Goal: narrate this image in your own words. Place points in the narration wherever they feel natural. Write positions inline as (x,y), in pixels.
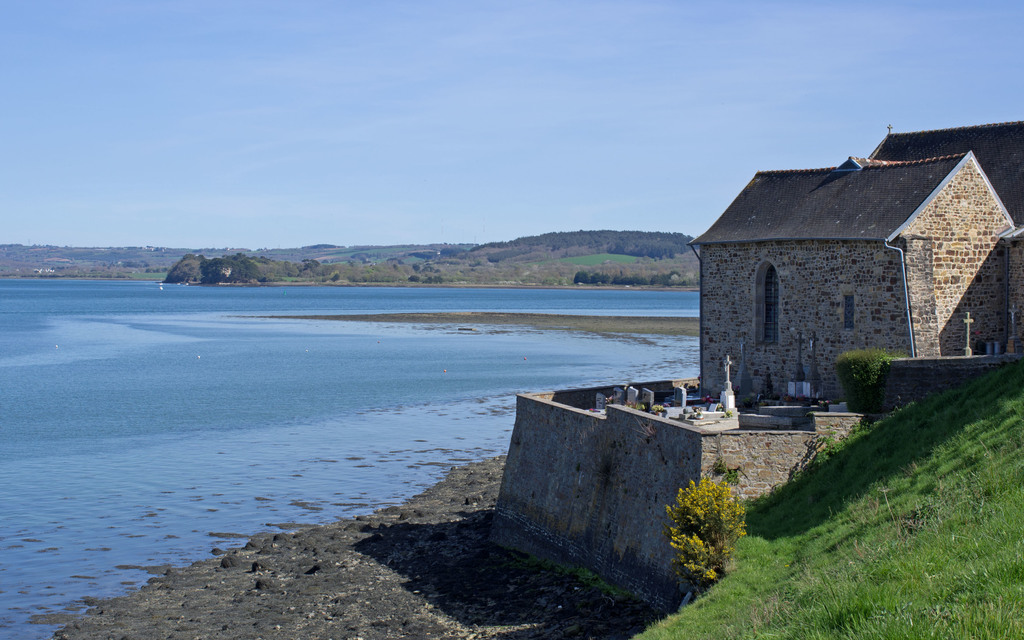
On the right side of the image (900,405) on the ground (912,546) there is grass (845,562). And also there is a building (924,200) with walls (840,273), roofs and windows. Beside the house (804,347) there are graves (676,415). And also there is a wall (633,446). And in the image there is water (523,352). Behind the water (173,366) there are trees (547,266). At the top of the image (444,129) there is sky (469,125).
